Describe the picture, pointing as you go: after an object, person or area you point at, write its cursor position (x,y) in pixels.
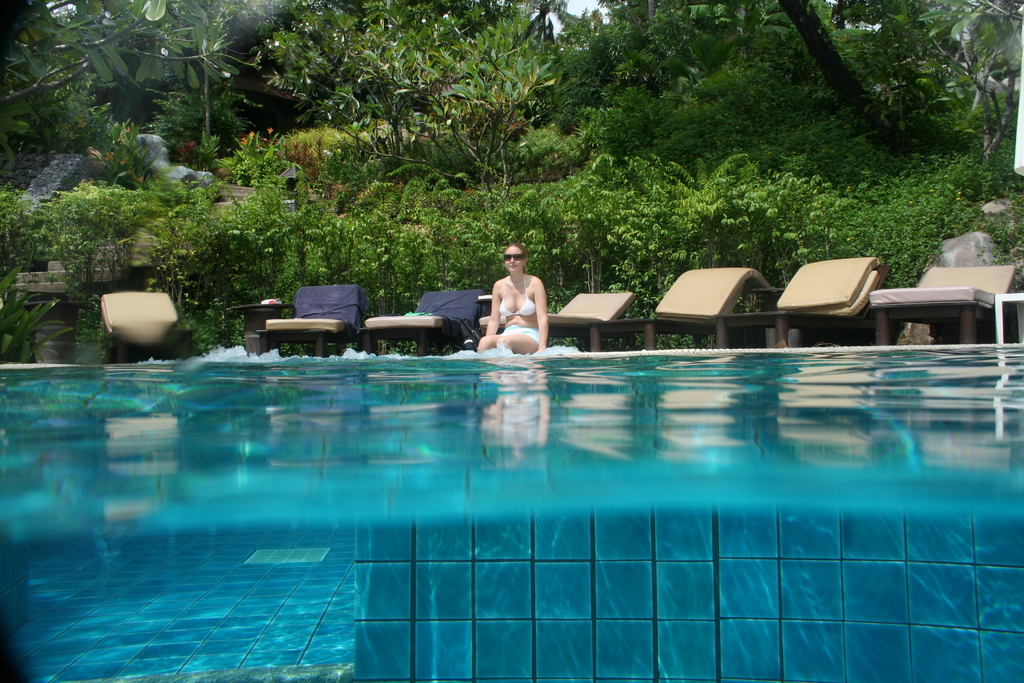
In this image there is one swimming pool (574,506) at bottom of this image (588,552) and there are some resting beds (683,305) in middle of this image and there is one person (542,329) sitting in middle of this image (514,336) and there are some trees (444,253) in the background (515,126).
